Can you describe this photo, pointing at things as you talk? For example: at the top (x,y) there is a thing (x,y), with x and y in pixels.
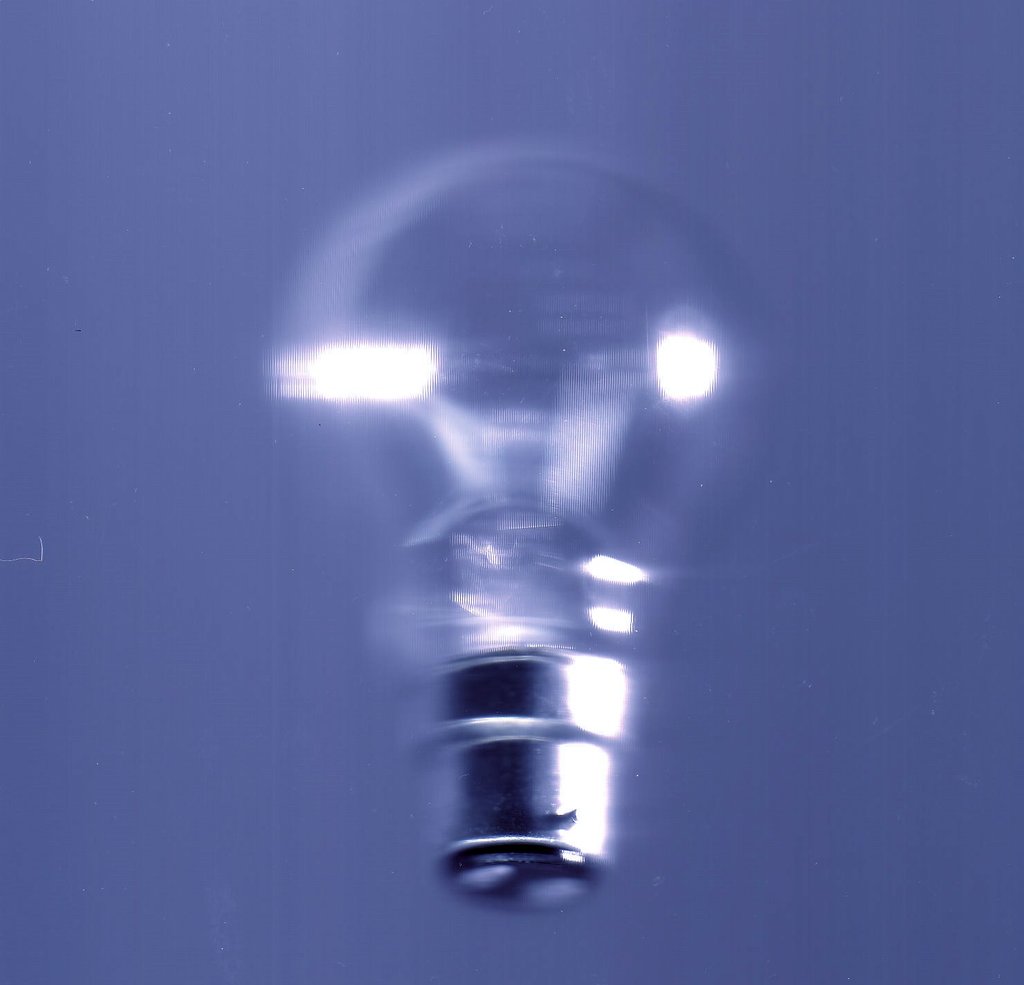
In this image I can see in the middle (449,573) there is the glass bulb (573,574).
